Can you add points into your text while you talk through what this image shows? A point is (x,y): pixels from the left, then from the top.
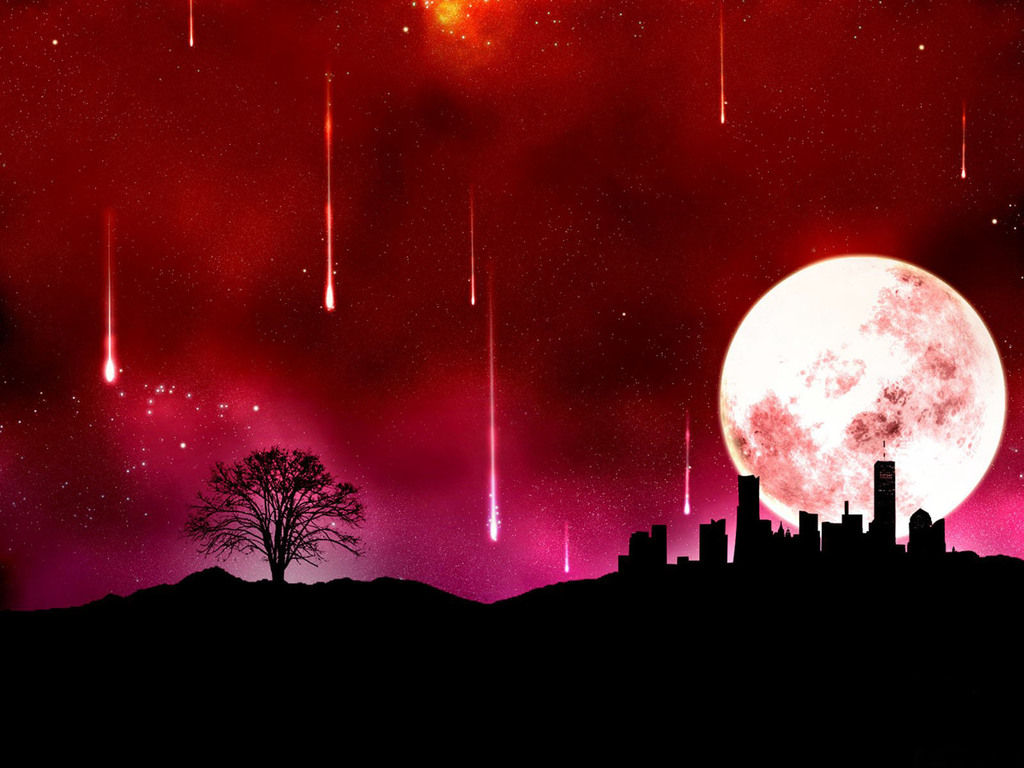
In this picture we can see a tree (303,483), buildings (874,539) and moon (833,500). Background (602,533) it is in pinkish color.
